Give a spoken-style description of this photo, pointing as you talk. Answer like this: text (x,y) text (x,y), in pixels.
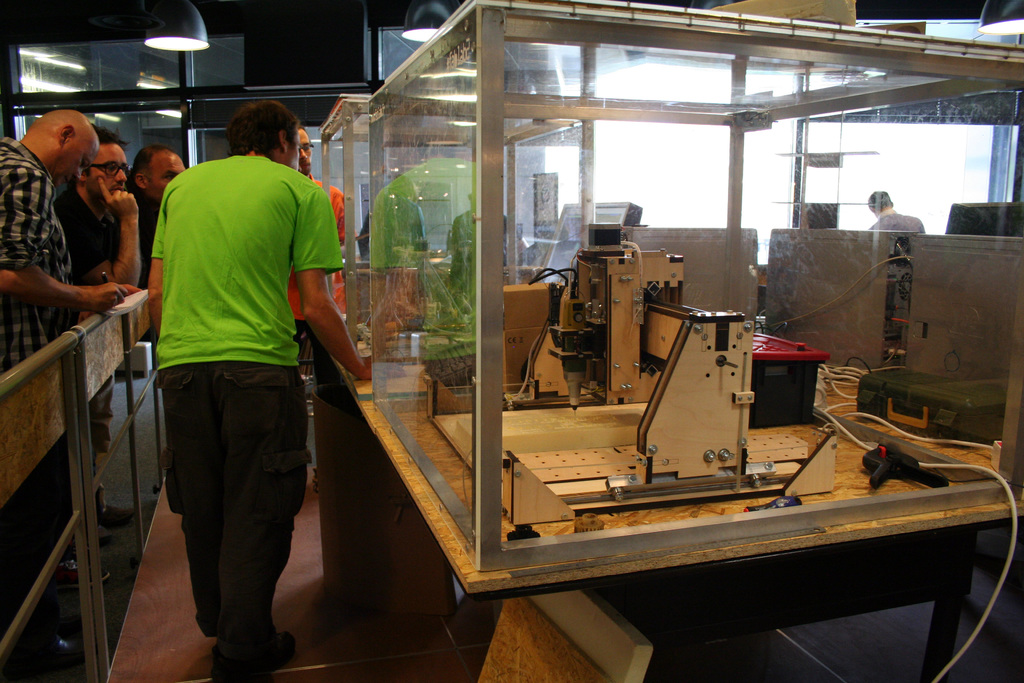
In this image we can see a few people (96,401). There are many objects (769,332) in the image. There are a few lights (198,29) in the image. There is a reflection (464,253) of a person (452,238) on the glass (461,252) in the image.
